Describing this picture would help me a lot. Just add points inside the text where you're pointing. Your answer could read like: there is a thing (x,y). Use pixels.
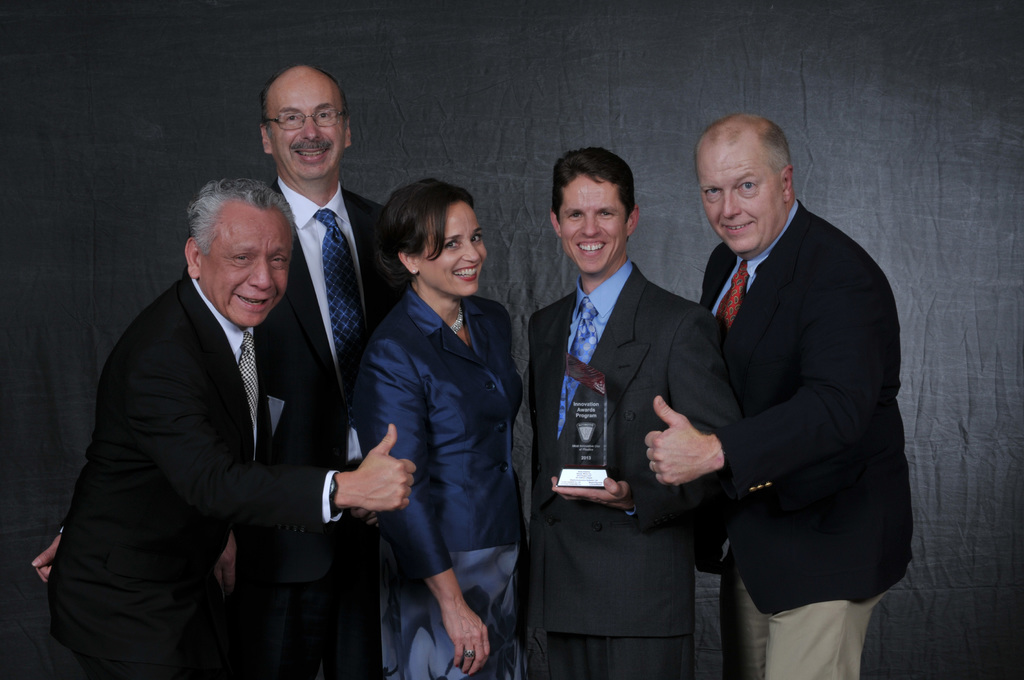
In this picture I can observe five members (533,382). All of them are smiling. Four of them are men (600,273) and one of them is a woman (444,450). The background (664,86) is in grey color.
